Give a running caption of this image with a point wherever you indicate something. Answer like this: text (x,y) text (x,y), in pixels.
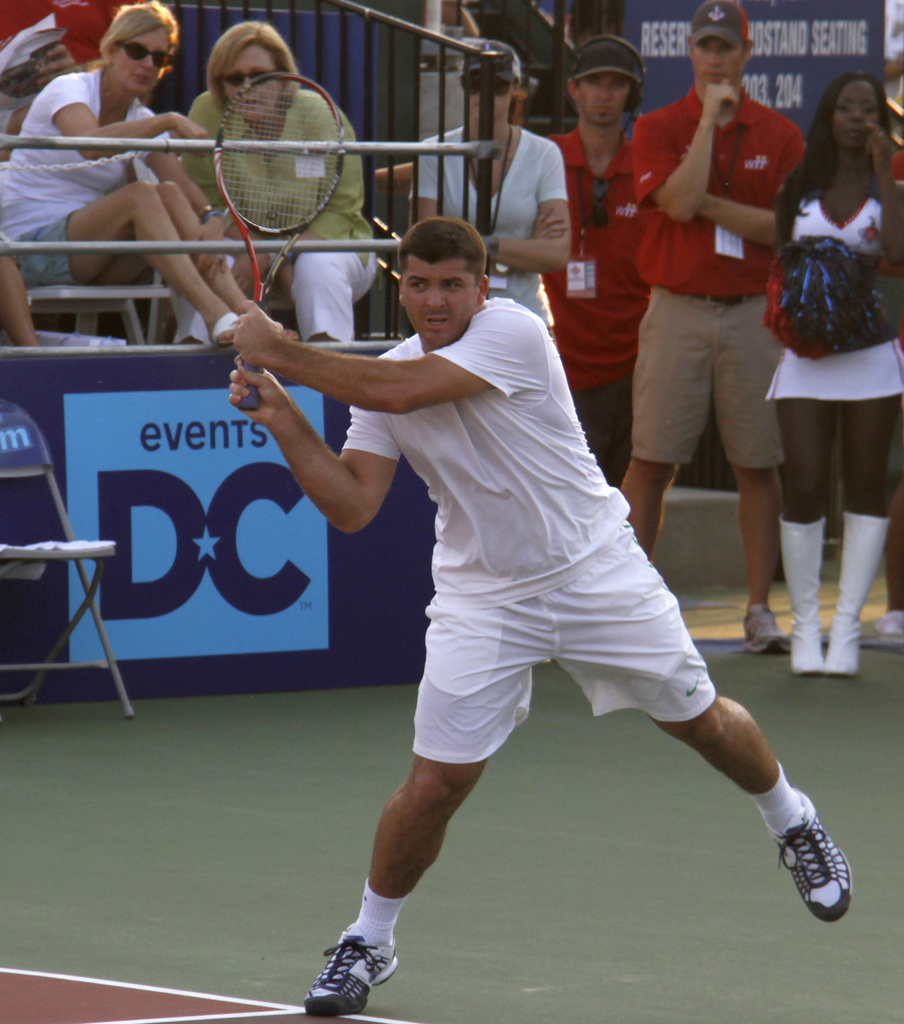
These persons (156,198) sitting on the chair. These persons (534,276) standing. This person (534,417) holding bat (275,263). This is chair (0,454).
